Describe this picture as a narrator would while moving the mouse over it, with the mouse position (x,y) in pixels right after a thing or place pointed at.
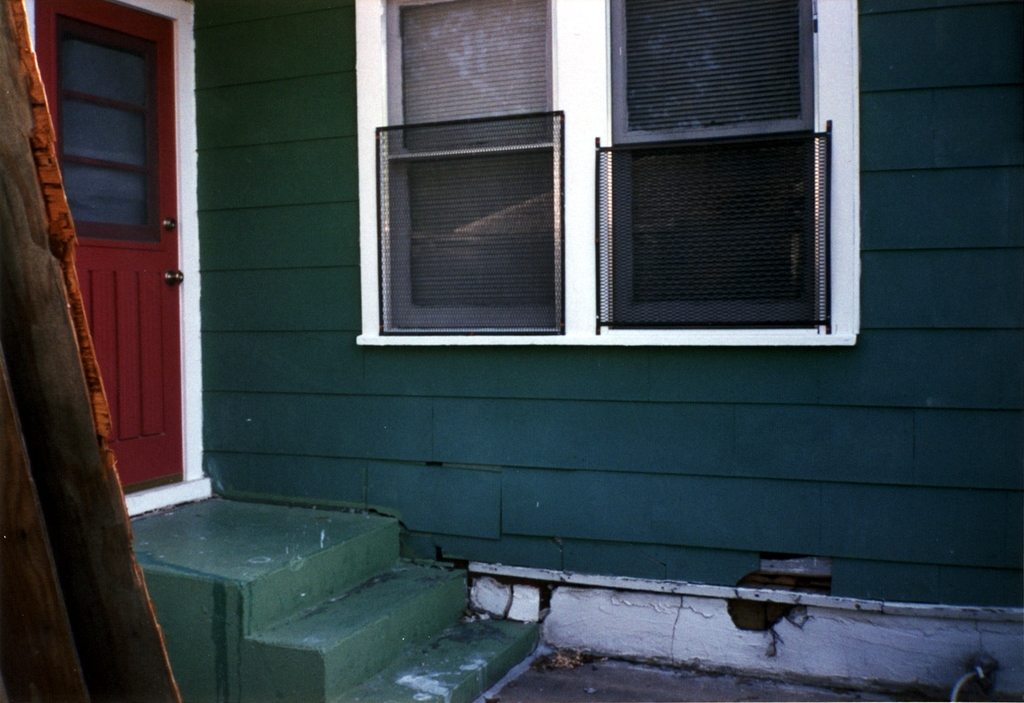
On the left (91,191) we can see staircase (211,554), door (151,338) and a wooden object (96,374). In the middle (413,235) we can see windows (410,220) and wall (504,531). At the bottom (555,689) there is floor (585,689).
